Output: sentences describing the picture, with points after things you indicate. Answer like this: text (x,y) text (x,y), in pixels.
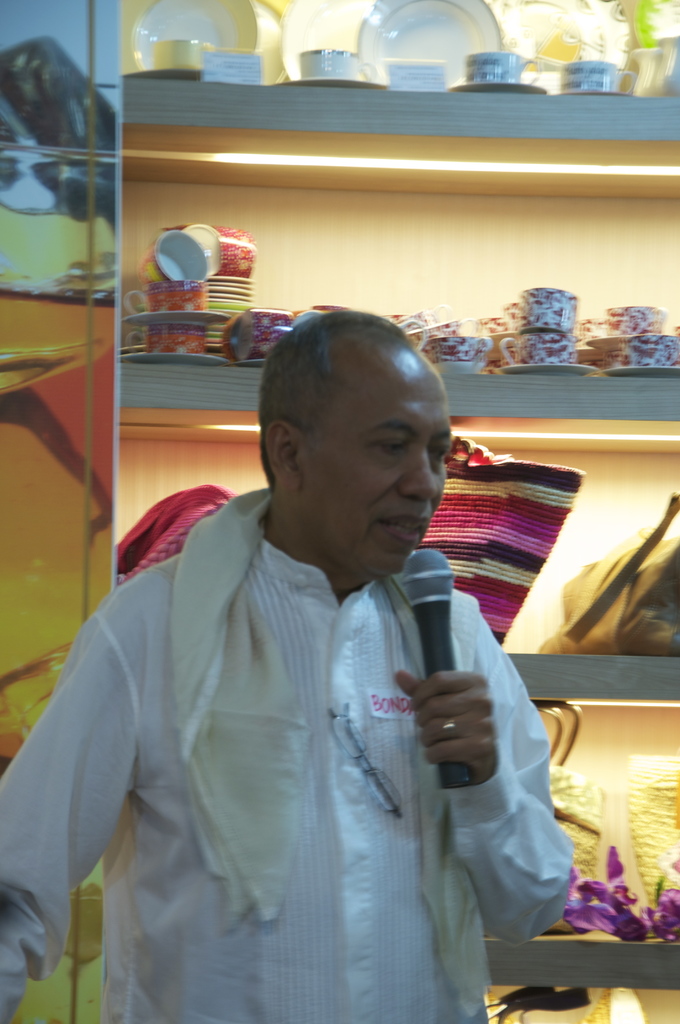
In this image I can see the person (161,743) wearing the white color dress (83,796) and holding the mic (444,603). To the back of the person (450,701) I can see the rack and there are many bags (482,600), cups (204,348) and plates (550,11) in the rack (558,441) and these are colorful.
